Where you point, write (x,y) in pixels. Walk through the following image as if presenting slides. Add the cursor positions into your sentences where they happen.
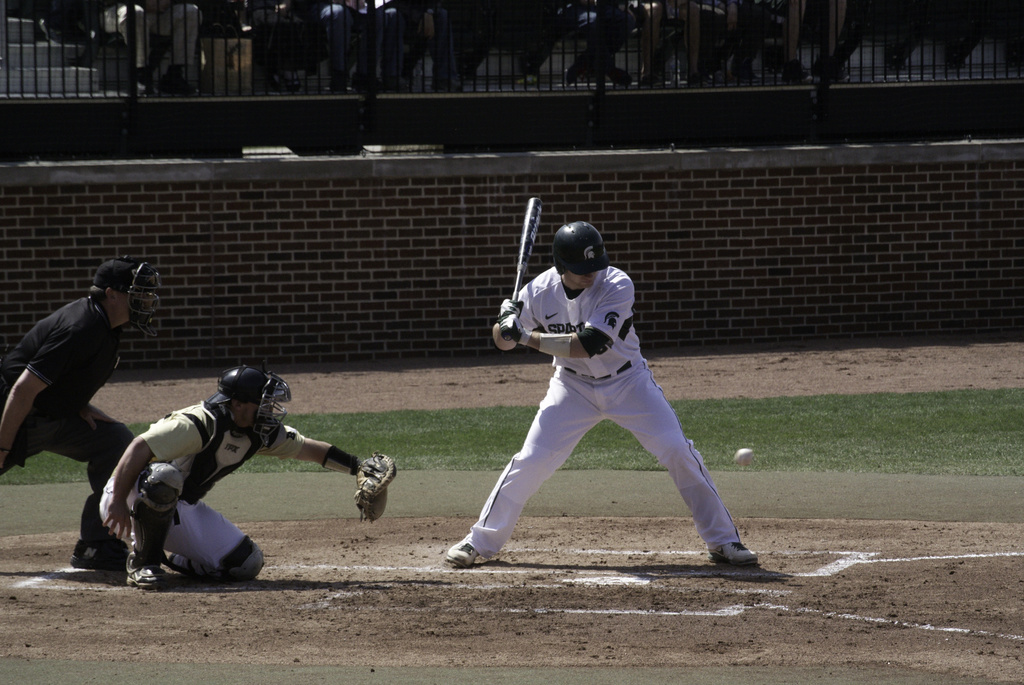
In this picture we can see people (250,410) playing baseball. In the foreground of the picture (441,424) we can see three people (554,385), soil (412,624) and grass (709,452). In the middle of the picture (474,332) there are wall (231,188) and railing (35,59). In the background (505,30) there are people (606,30), staircase (28,47) and other objects (287,43).
